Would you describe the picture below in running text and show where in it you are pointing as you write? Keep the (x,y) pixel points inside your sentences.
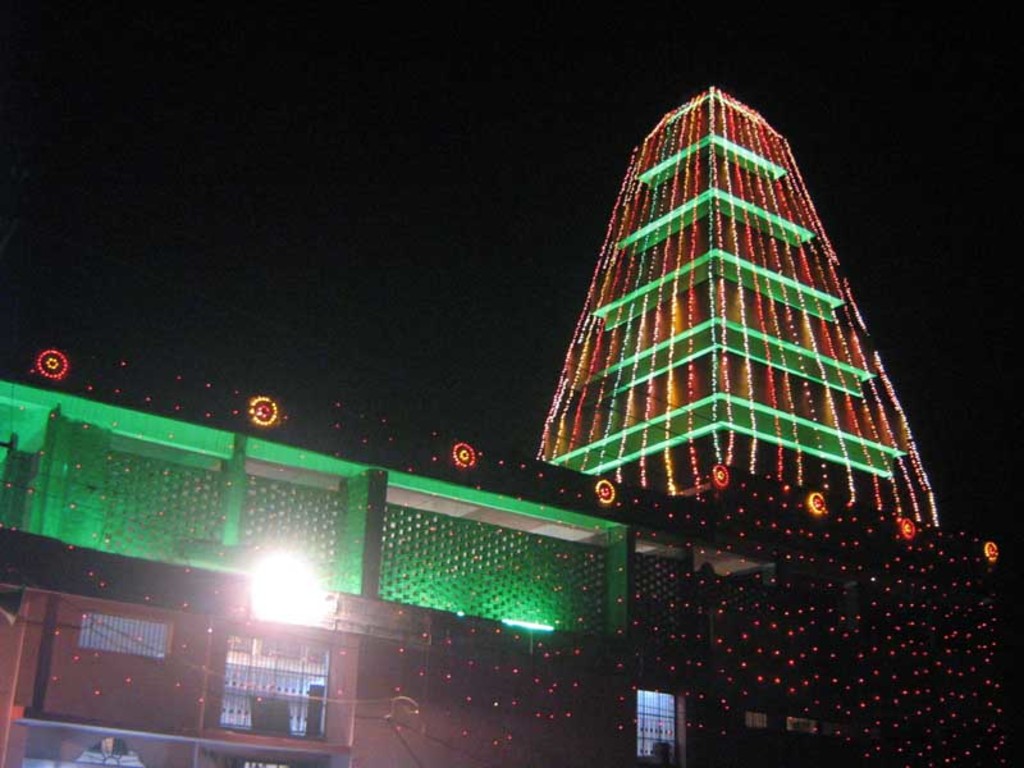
In this image I can see a building (466,580) with lights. There are iron grilles (663,720) and there is a dark background (257,166).
